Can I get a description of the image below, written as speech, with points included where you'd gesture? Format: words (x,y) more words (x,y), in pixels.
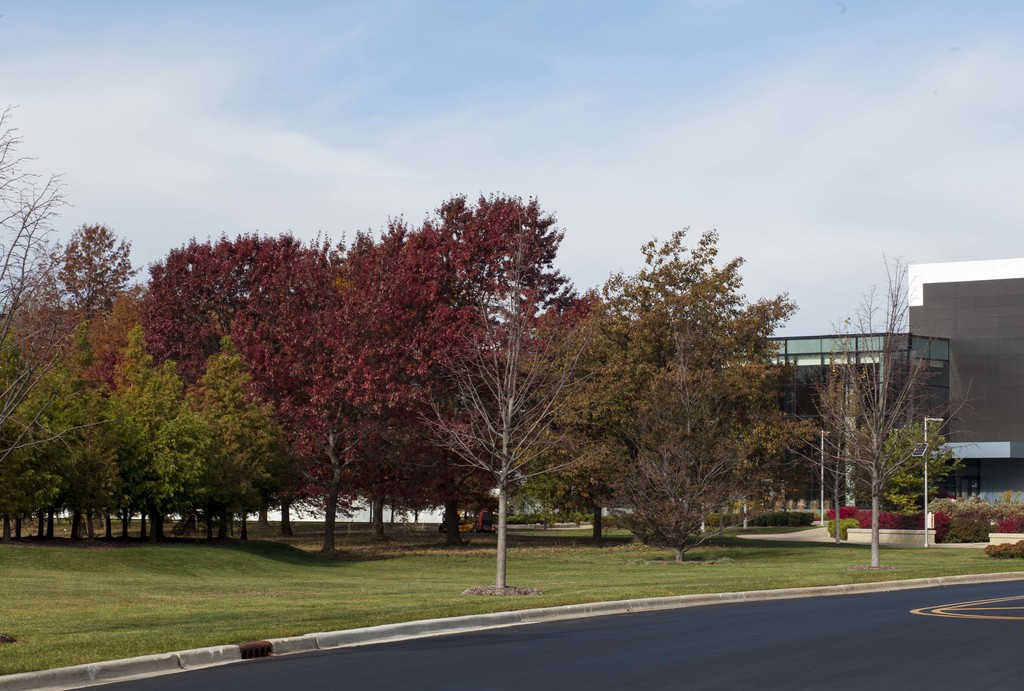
This picture is taken from the outside of the city. In this image, on the right side (861,442), we can see some trees (902,413), plants (956,499) with flowers (982,505), street light (920,446), building (999,446). In the background (244,409), we can see some trees (730,437), plants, building (894,396). At the top (691,123), we can see a sky (733,102) which is a bit cloudy, at the bottom (335,567), we can see a grass (638,560) and a road (952,669).
